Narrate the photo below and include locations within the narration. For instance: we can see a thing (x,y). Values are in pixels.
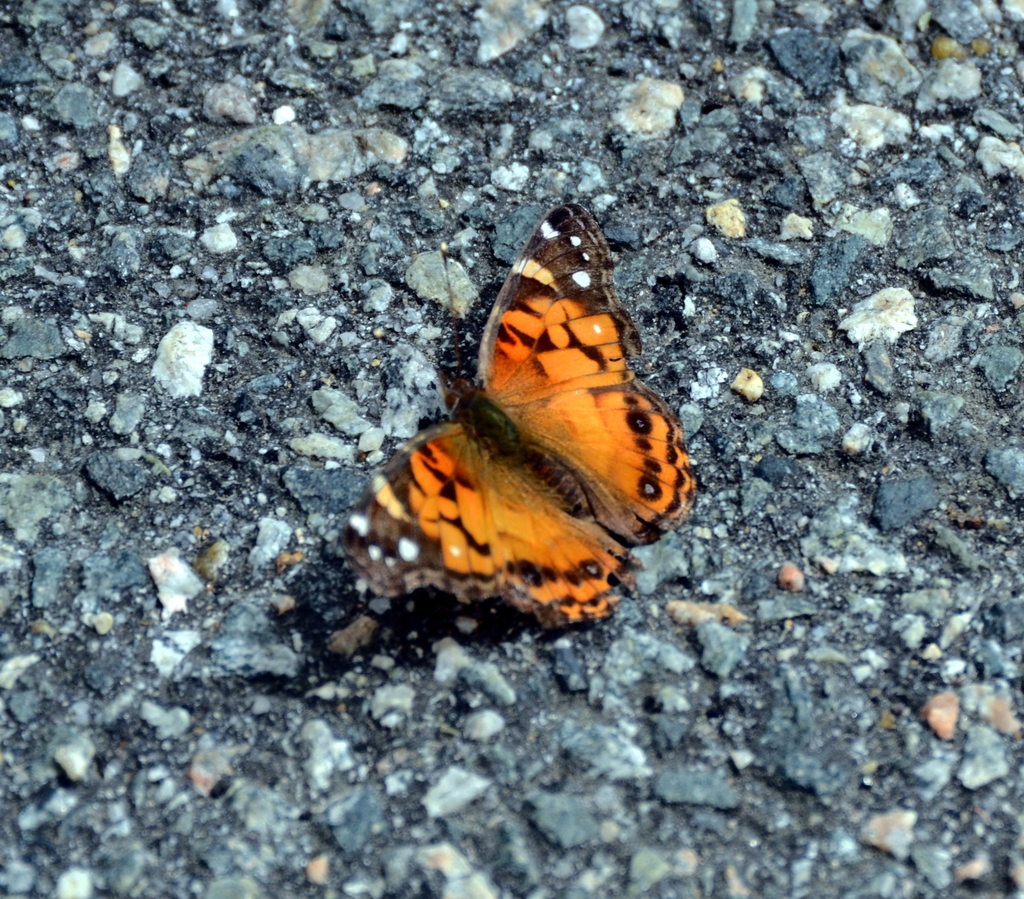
In this image we can see a butterfly (414,571) on the surface (337,731).
